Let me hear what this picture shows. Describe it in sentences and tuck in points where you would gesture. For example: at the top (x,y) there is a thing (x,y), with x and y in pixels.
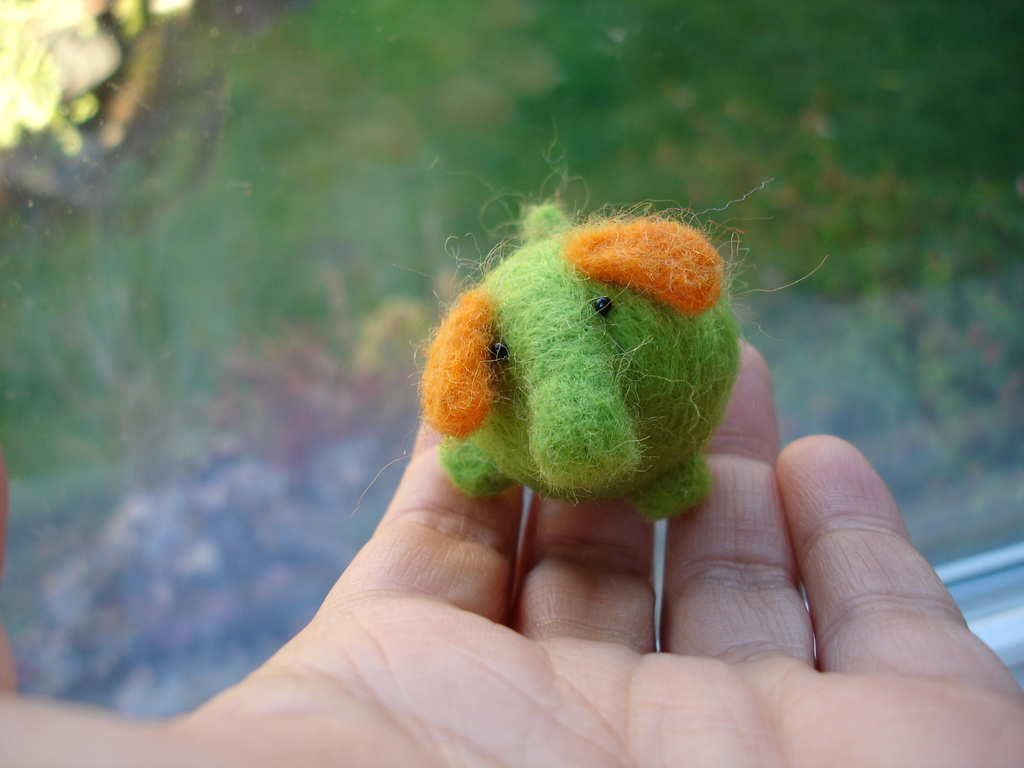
Here in this picture we can see a stuffed toy (616,391) present in the hand (505,549) of a person (606,564) and in front of that we can see everything is in blurry manner.
